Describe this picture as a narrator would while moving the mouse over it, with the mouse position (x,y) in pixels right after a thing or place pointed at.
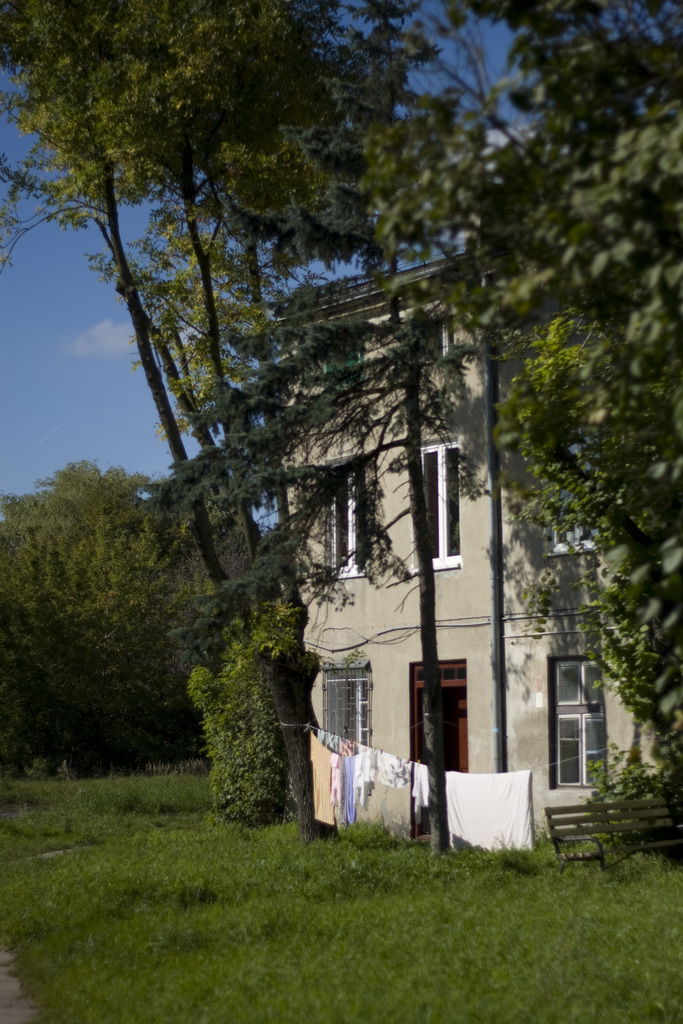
This picture is clicked outside. In the foreground (100,829) we can see the green grass (289,929) and the clothes (510,796) hanging on the rope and we can see the bench (658,812), plants (238,755), trees (62,582) and a house (449,493) and we can see the windows (442,537) of the house (610,729). In the background (76,344) we can see the sky (84,343).
